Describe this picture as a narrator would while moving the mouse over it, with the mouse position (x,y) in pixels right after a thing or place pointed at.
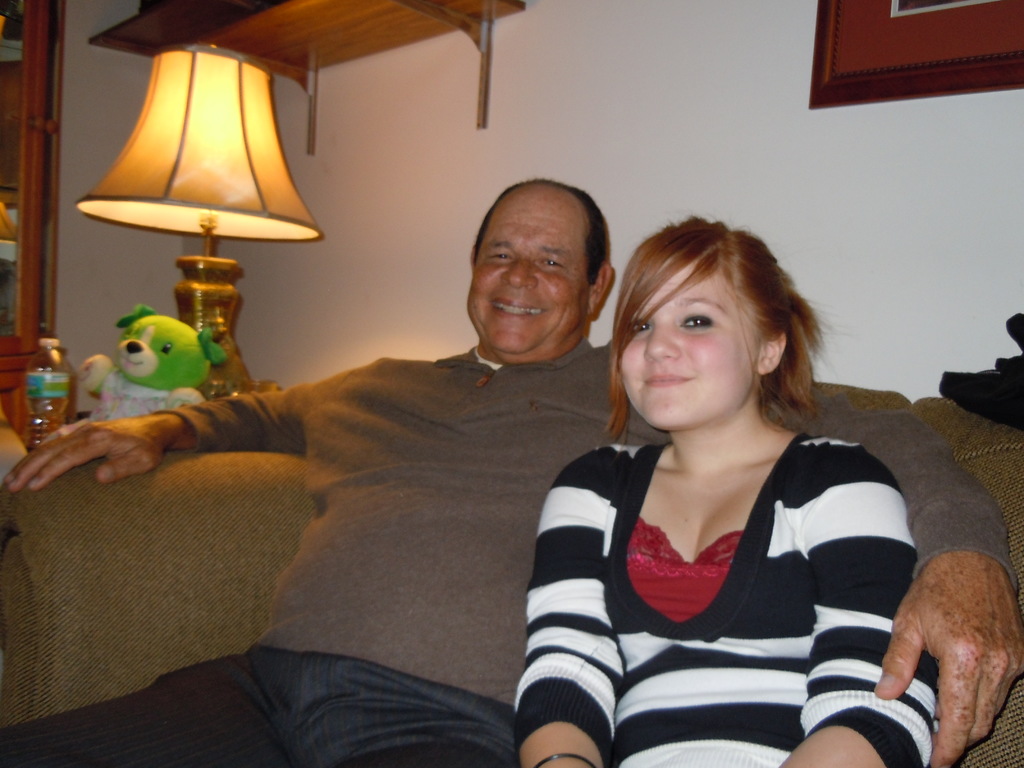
In the foreground (678,492), I can see two persons (689,525) are sitting on a sofa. In the background (192,387), I can see a toy (178,387), bottle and a lamp (228,377) on a table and I can see a wall (672,155), wooden objects (515,8), door (41,56) and a photo frame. This image taken, maybe in a room (635,365).
